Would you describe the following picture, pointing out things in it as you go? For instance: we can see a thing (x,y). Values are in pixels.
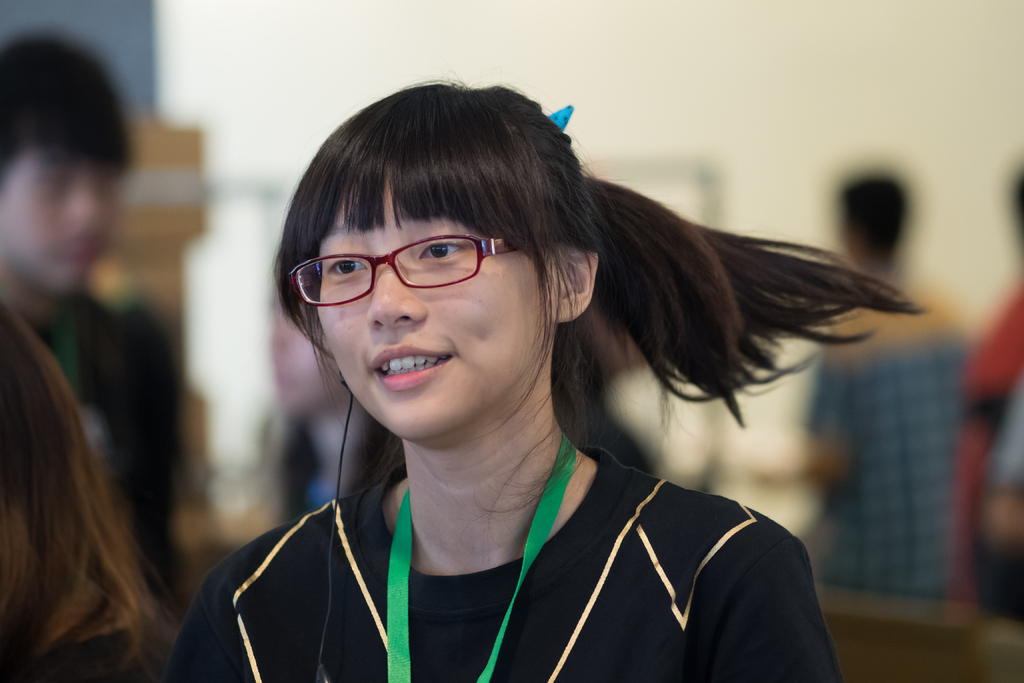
In the center of the image (532,259) there is a lady (569,453) wearing spectacles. In the background of the image (91,394) there are people (95,374). There is wall (491,34).
